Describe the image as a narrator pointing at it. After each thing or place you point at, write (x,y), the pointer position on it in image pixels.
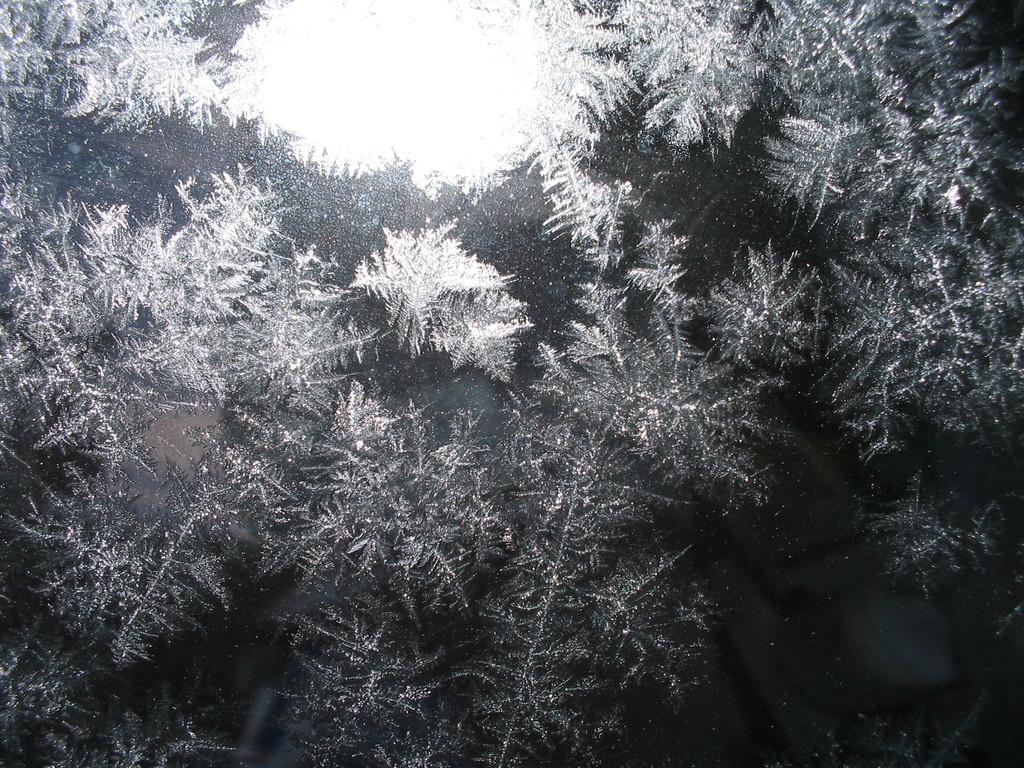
In this image I can see frost crystals (419,435). The image is in black and white.
